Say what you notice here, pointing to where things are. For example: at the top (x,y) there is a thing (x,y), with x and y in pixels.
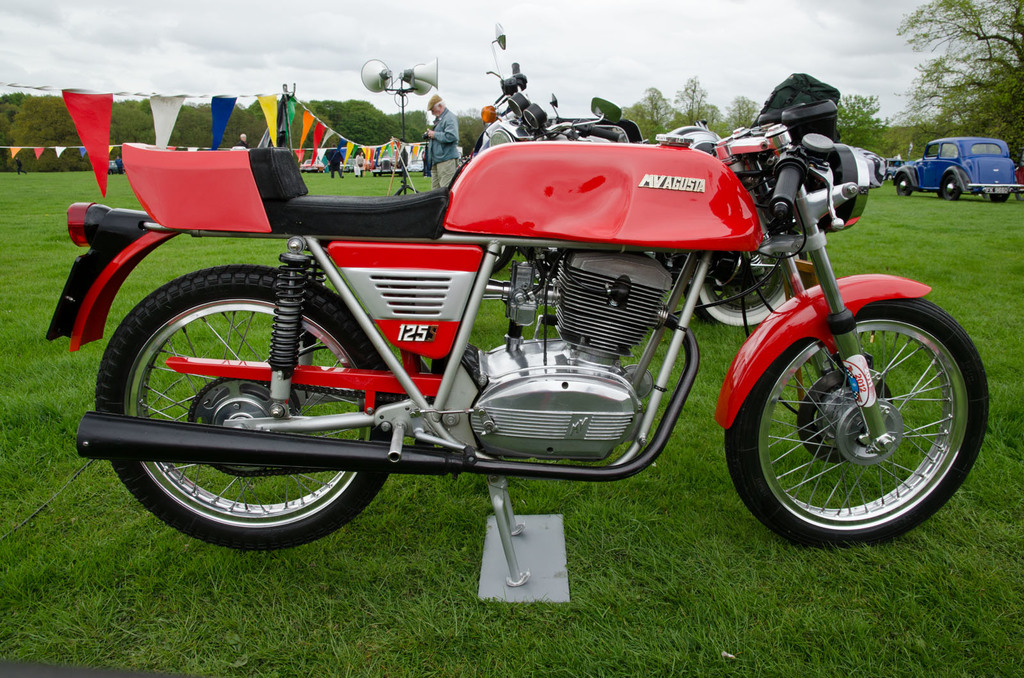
In this image I can see a vehicle (227,403) in red color. Background (431,181) I can see few vehicles (884,167) and person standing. I can also see a speaker pole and few flags (107,110) in multi color, trees (376,121) in green color and sky (210,32) is in white color.
